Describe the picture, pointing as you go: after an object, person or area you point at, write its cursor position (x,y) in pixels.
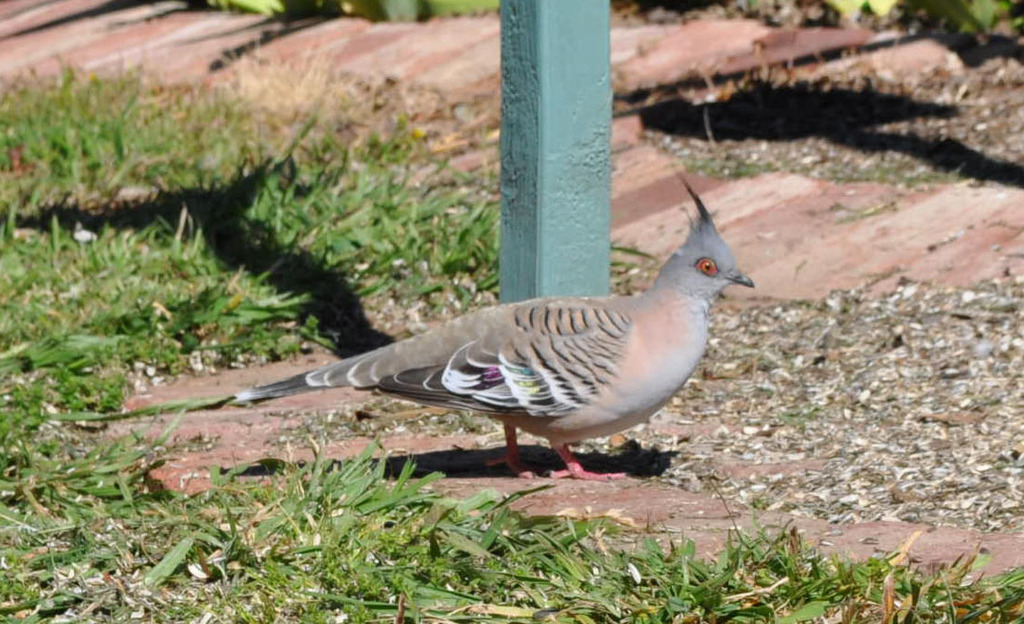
In this image, we can see a bird (574,443). We can see a pole (606,17) and the ground (885,435) with some objects (872,428). We can also see some grass (344,279).
